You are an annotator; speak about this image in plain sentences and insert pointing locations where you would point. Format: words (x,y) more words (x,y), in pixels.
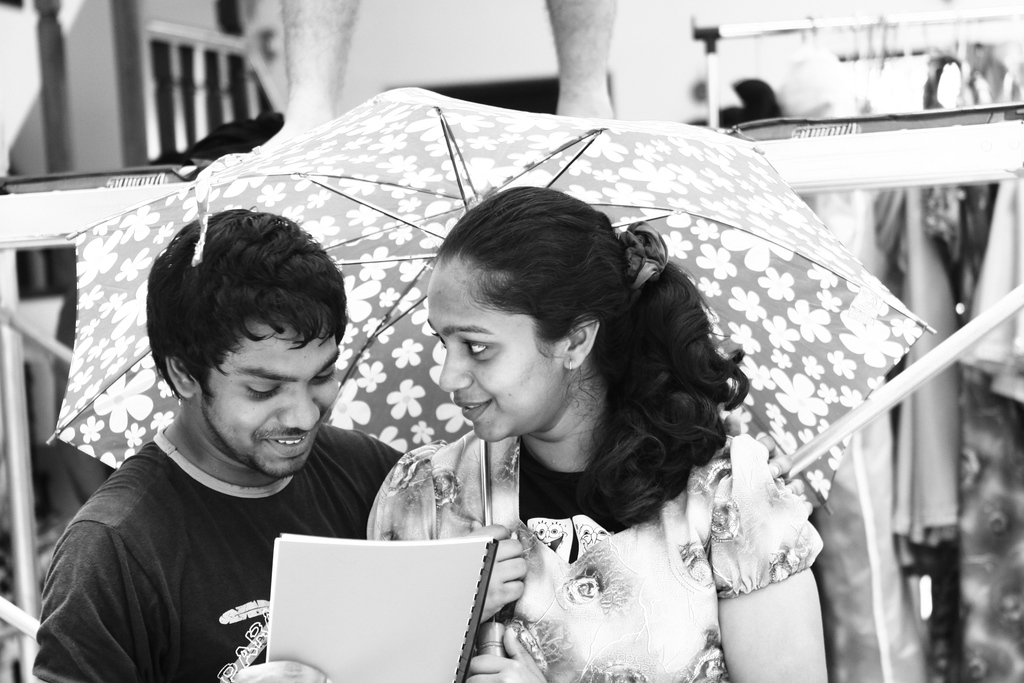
This picture seems to be a black and white image. In the foreground (571,490) we can see a woman (560,501) smiling, standing and holding an umbrella (383,259). On the left (203,498) we can see a man (260,491) wearing t-shirt (232,521), smiling, standing and holding a book (410,609). In the background (967,390) we can see the clothes (926,477) seems to be hanging on an object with the help of the hangers (957,50) and we can see the legs (594,20) of another person (594,42) and we can see many other objects (176,93) in the background (134,73).
